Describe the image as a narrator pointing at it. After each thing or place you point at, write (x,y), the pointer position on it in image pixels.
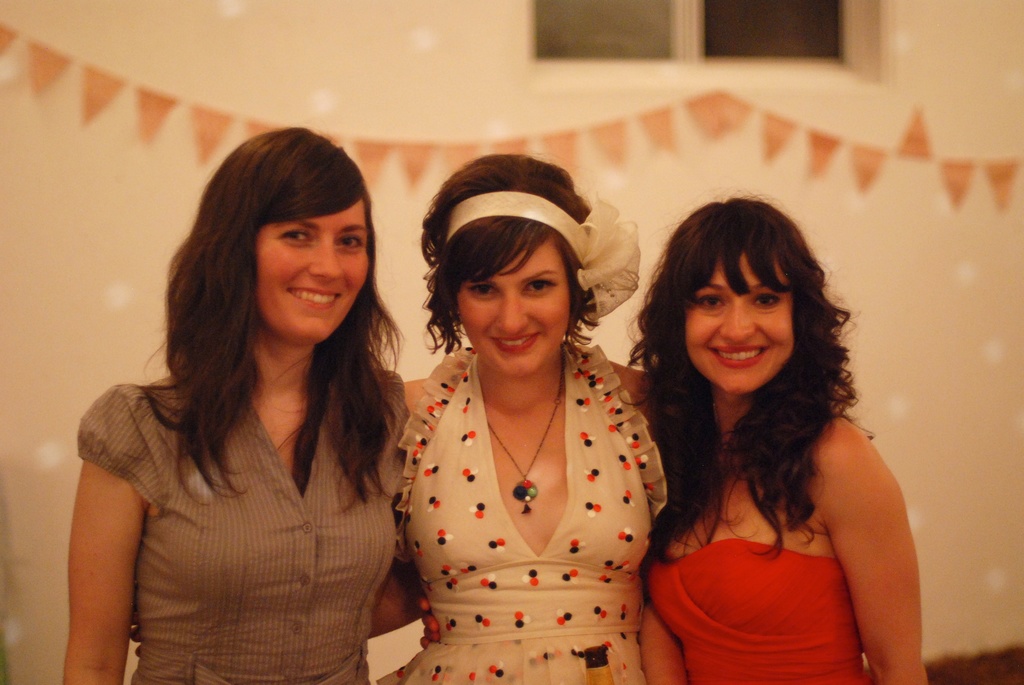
In this image we can see three women (327,452) are standing and smiling. In the background (363,132) there are decorative papers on the wall (368,84) and window (637,57).
